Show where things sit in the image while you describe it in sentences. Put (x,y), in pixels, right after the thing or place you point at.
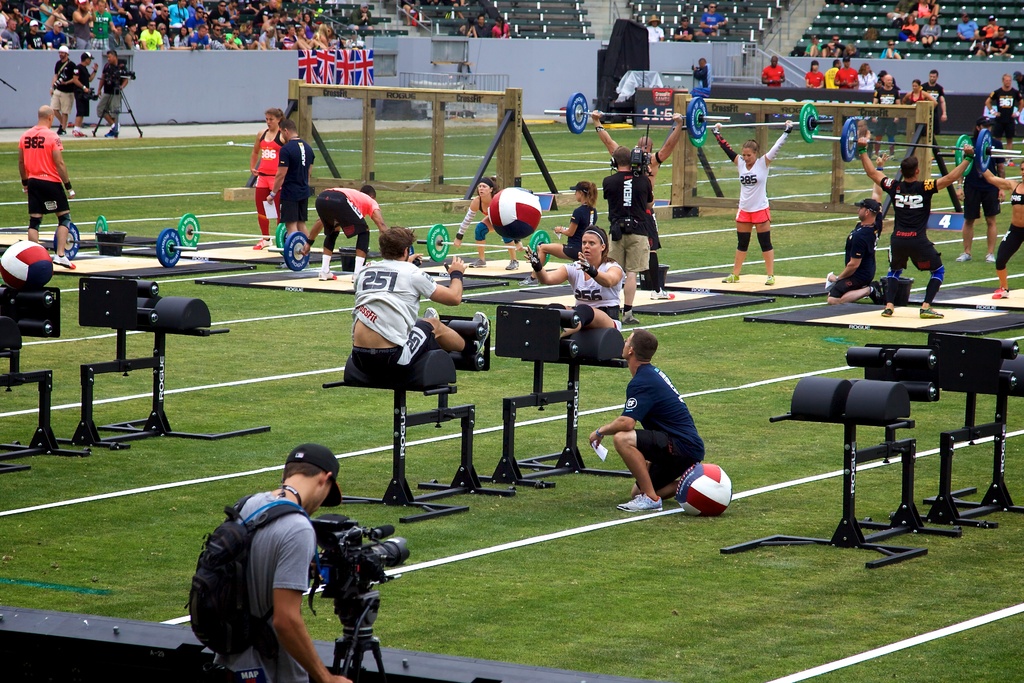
There is a person (254,500) wearing bag (250,541) and cap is standing near to a camera (359,591). Also there are many people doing weight lifting. Some are doing some other exercises. On the ground (345,391) there is grass (617,572). In the back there are many people (490,1) sitting on the chairs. Also there are wooden stands (300,109). On the ground (652,575) there is a ball (696,471). Also there are flags (343,63) in the backgrounds. Also there are many exercise equipment (559,340).
